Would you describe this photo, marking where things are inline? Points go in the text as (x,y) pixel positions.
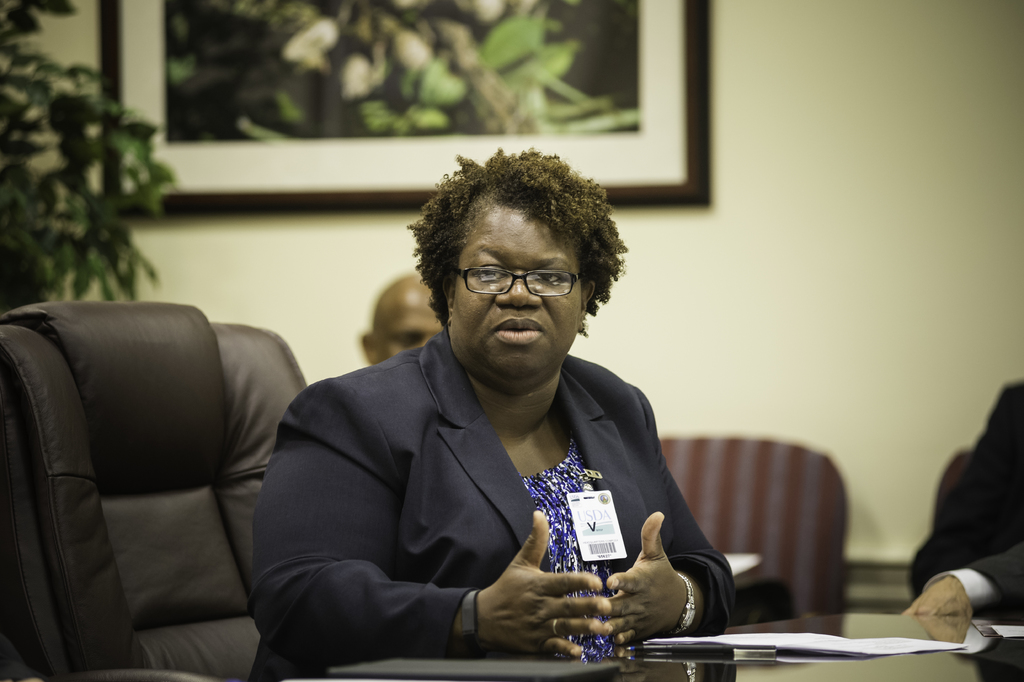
In this picture there is a person (368,400) who is wearing a blue color jacket (414,451) and a watch (687,584) on her left hand (693,593) and have spectacles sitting on the chair (189,553) in front of the table (709,664) on the table (673,657) we have some papers (818,635) and behind there is a picture (233,131) and a frame (238,168).
